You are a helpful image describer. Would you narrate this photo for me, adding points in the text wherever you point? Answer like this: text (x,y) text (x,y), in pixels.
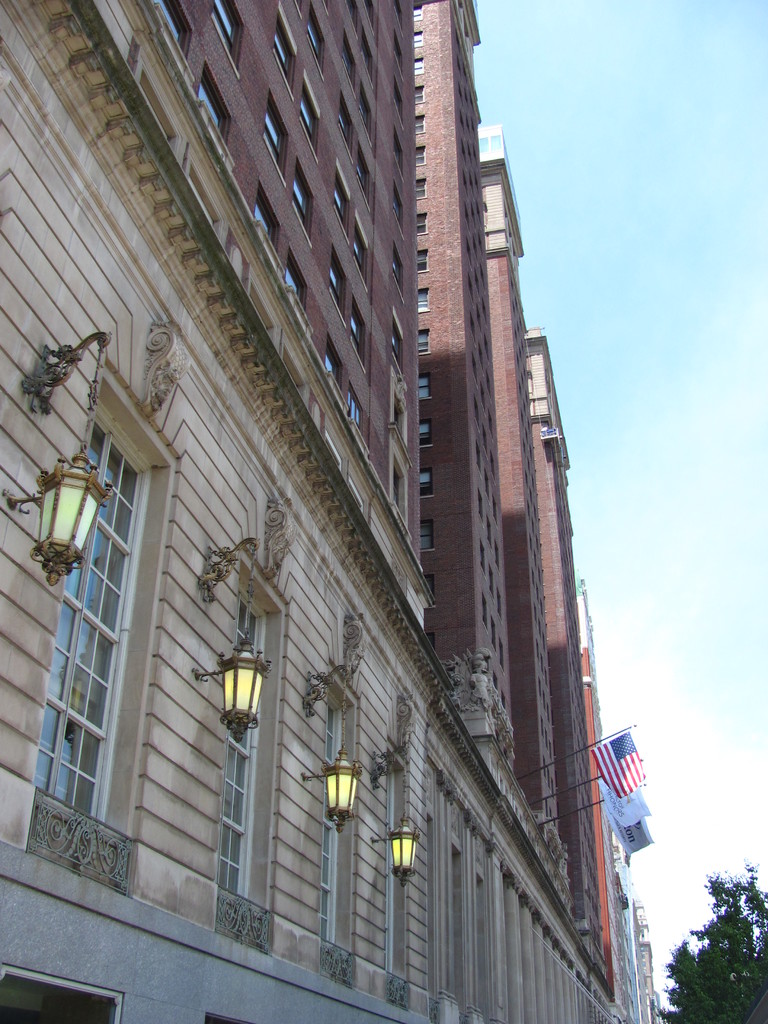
In this picture we can see a building (345,362) with windows (107,617) and lights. On the building (478,735) there are poles (547,764) with flags (613,777). On the right side of the building (513,863) there are trees (725,962) and behind the building (475,424) there is the sky (683,565).
